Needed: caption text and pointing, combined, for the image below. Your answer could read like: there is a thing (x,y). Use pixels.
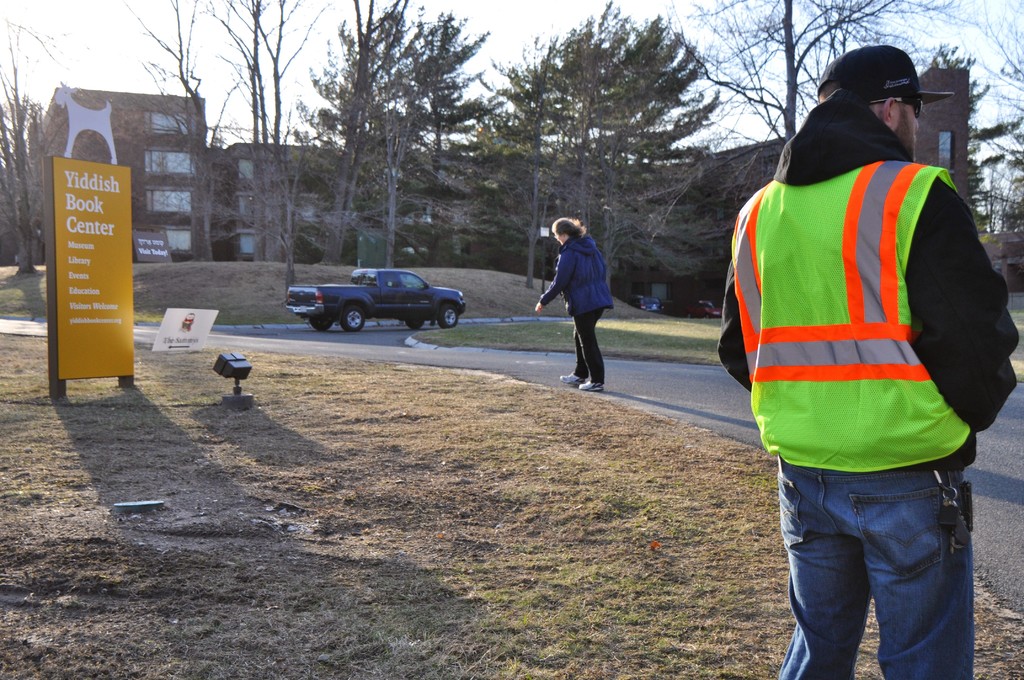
In this image we can see many trees (474,183) and buildings (309,179). There are few cars (418,289) in the image. There are two persons (746,356) in the image. There is a sky (647,3) in the image. There are advertising boards (197,344) in the image.
